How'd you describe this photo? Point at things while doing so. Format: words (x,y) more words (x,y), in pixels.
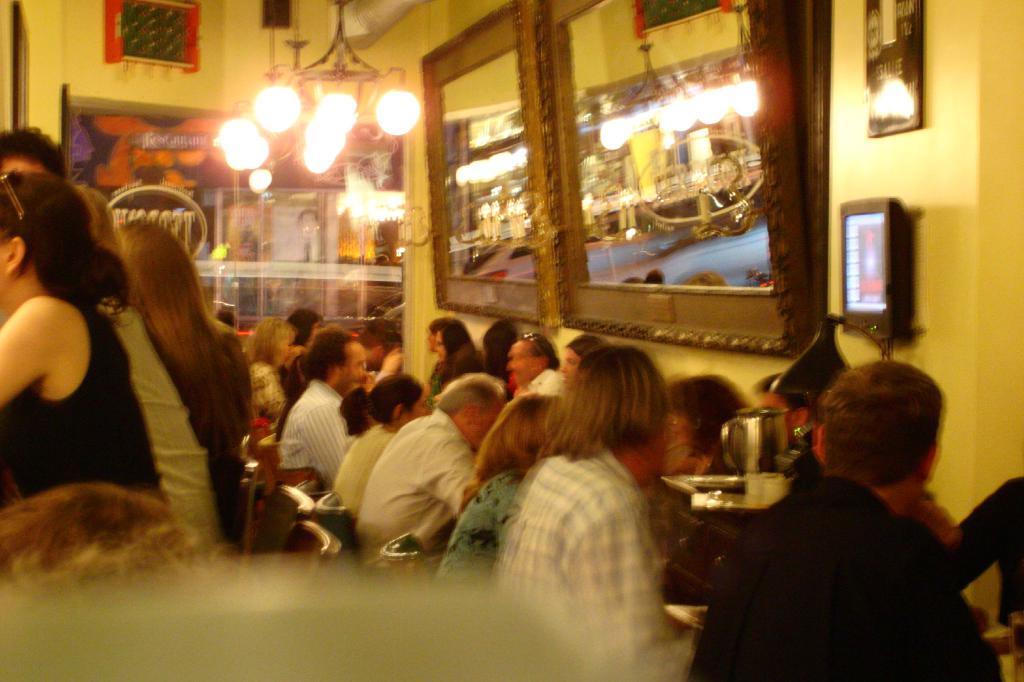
In this picture we can observe some people (301,435) sitting in the chairs (296,539) in front of their respective tables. There are men (315,394) and women (118,407) in this picture. On the right side (760,180) we can observe two mirrors (476,127) fixed to the wall (959,220). We can observe a chandelier (283,98) here. In the background (54,71) there is a wall (122,81).
